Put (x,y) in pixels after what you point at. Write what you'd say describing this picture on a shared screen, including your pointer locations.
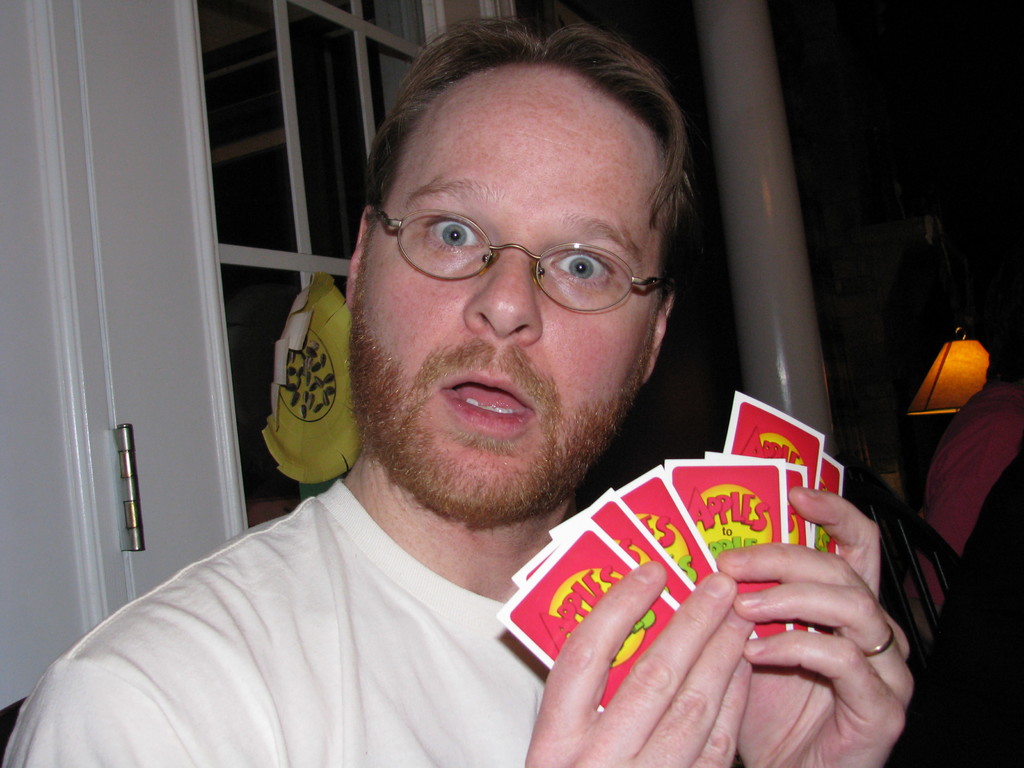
In this image, we can see a man (197,761) standing, he is holding some cards (663,544), in the background (187,8), we can see the window (257,336) and a lamp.
